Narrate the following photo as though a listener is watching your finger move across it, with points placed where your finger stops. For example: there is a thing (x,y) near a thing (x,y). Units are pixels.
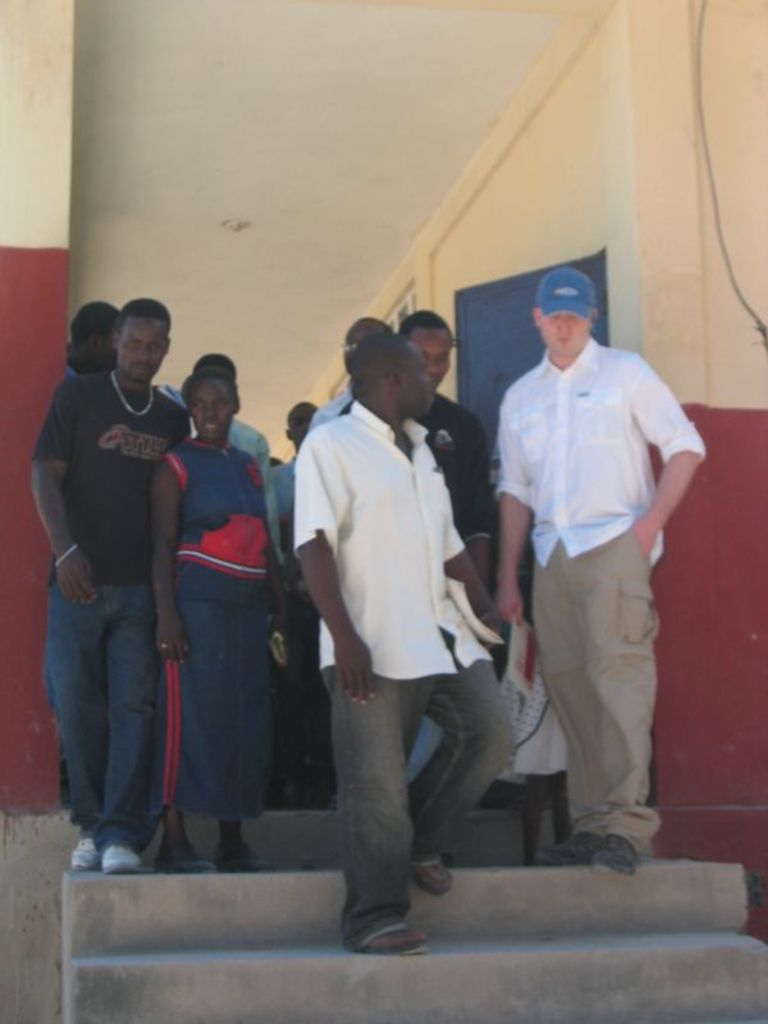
In this picture we can see a few people (446,420) on the stairs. There is a building (461,289) and a wire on the right side (756,256).
